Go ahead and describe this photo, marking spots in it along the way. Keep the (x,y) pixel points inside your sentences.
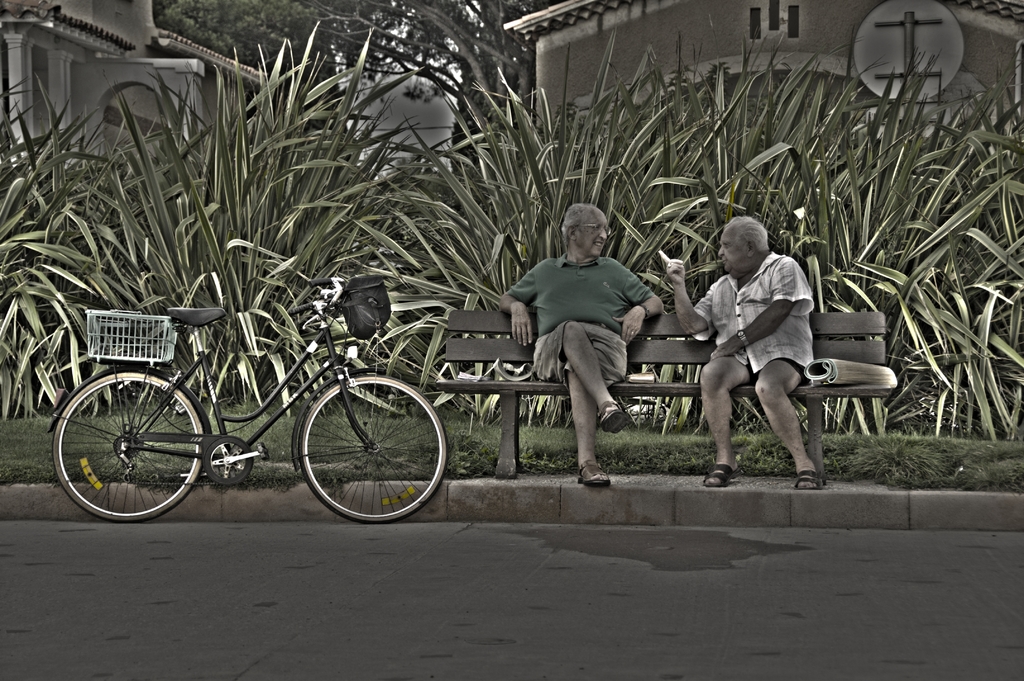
In this picture we can see a bicycle (334,469) on the road (584,526), and two persons (719,347) are seated on the bench (874,321), in the background (442,199) we can see couple of plants (622,134), trees (399,25) and buildings (617,46).
